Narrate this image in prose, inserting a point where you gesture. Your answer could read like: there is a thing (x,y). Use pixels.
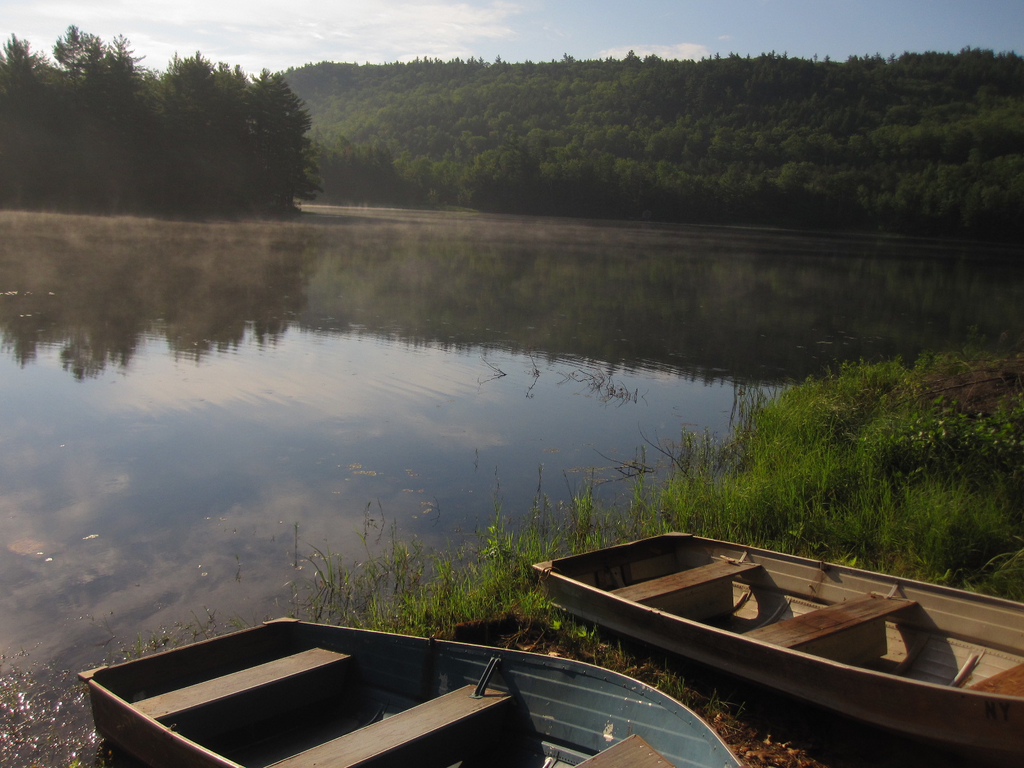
In this image we can see boats (666,562) on the ground (655,649), grass (793,405), lake (604,344), trees (266,114) and sky (220,41) with clouds (226,39).
